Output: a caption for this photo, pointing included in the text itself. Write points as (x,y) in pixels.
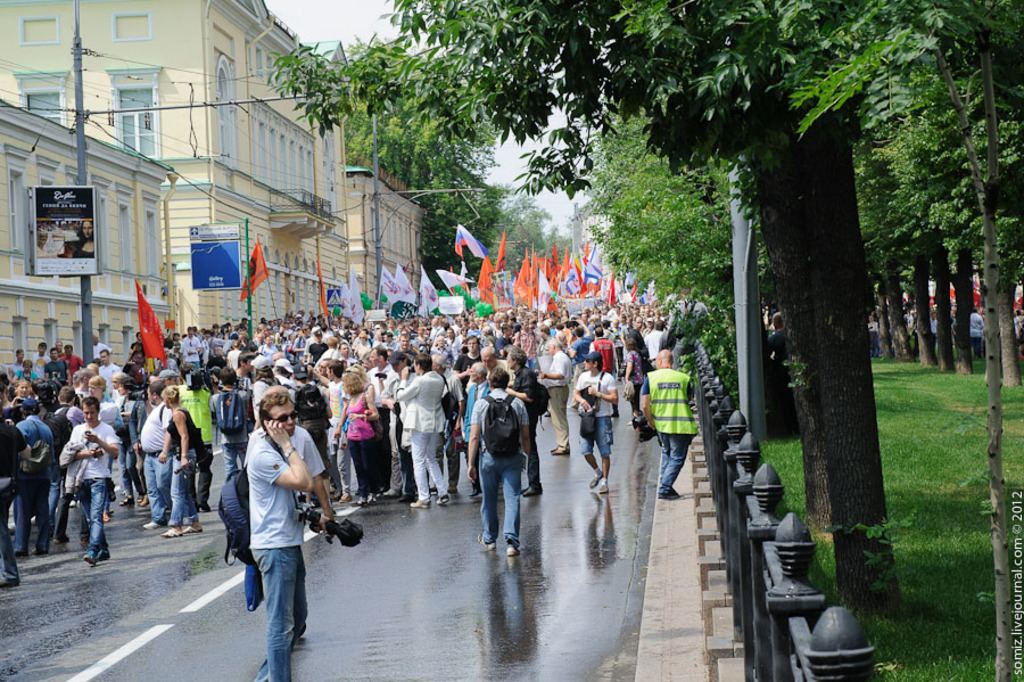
This picture is clicked in the city. In this picture, we see many people (355,408) are standing on the road (459,485). Some of them are holding the flag poles (601,269) and these flags (576,265) are in white and orange color. On the right side (768,520), we see the iron railing (744,472), grass (901,472), pole (756,417) and trees (809,282). On the left side (219,157), we see a hoarding board (99,213), electric pole (84,213), wires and a board (204,261) in blue color. Beside that, we see buildings (178,192) and trees (420,186). In the background (528,214), there are trees (452,180).
